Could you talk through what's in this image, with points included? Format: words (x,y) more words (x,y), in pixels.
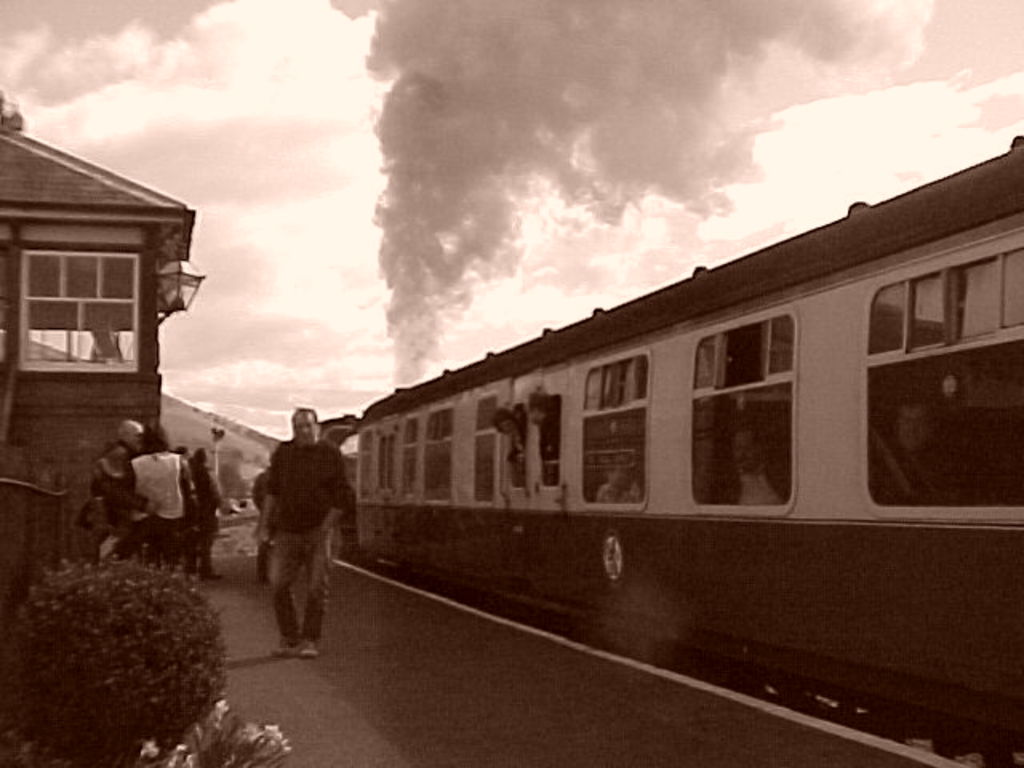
In this black and white image there is a train (556,537) with passengers (616,483), on the left side of the image (281,507) there is a building (45,350) and few people (198,503) are standing on the pavement (287,764). In the background (281,276) there is a sky (272,266) and smoke (449,192).
